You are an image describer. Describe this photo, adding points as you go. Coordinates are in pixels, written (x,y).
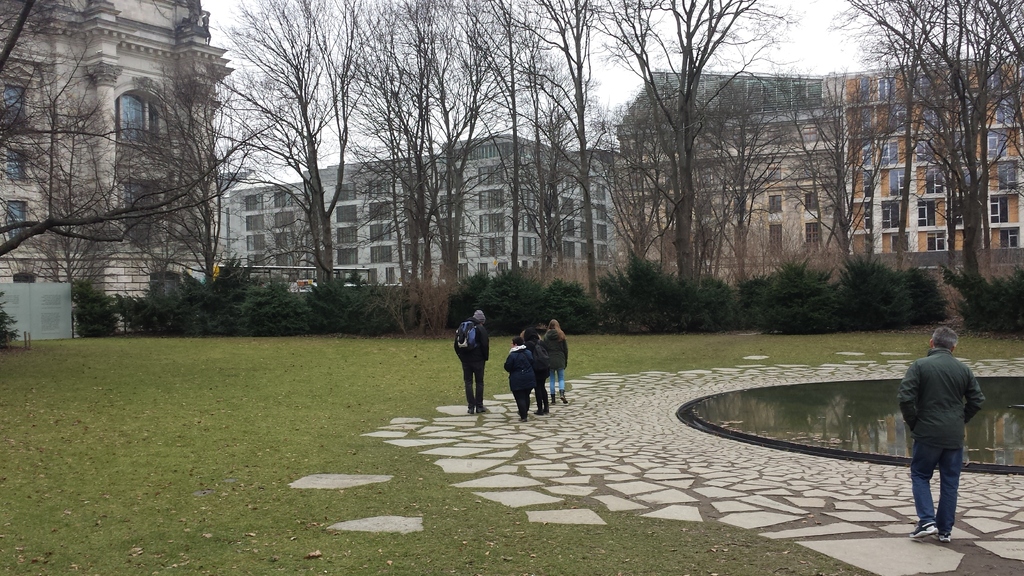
In the picture I can see few persons (507,369) standing and there is a greenery ground (191,405) beside them and there are few trees (452,166) and buildings (806,134) in the background (632,180) and there is a gate (44,309) in the left corner (44,309).
